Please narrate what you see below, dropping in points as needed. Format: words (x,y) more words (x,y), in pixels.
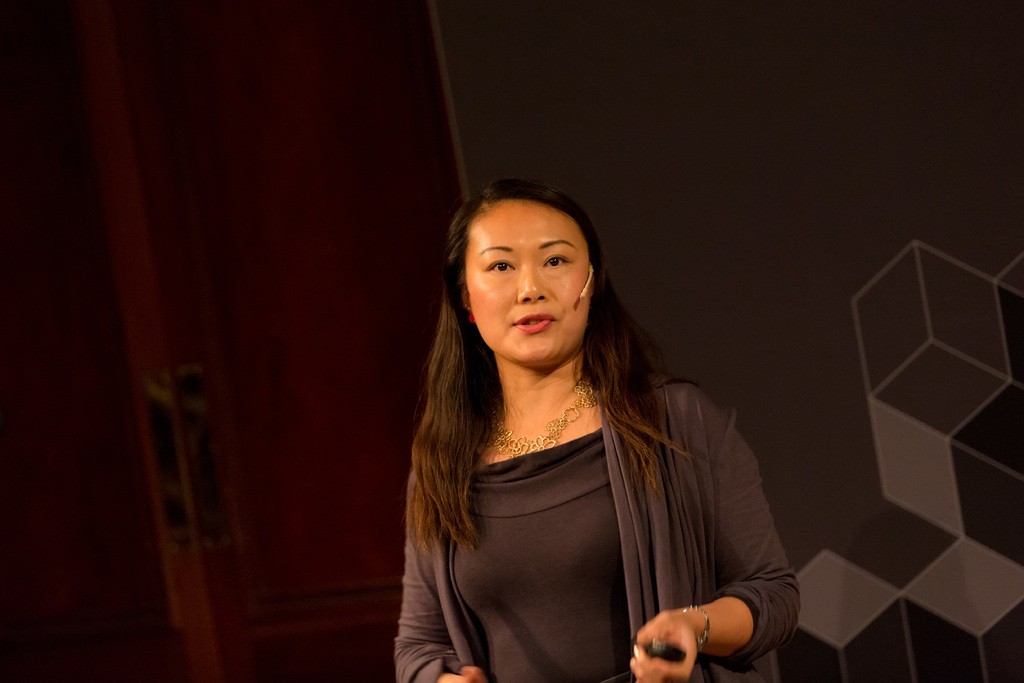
In the image we can see a woman (558,530) standing, wearing clothes (611,555), neck chain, bracelet (686,610) and holding an object (667,649) in hand (671,663), and it looks like she is talking. Here we can see microphones (583,293) and the wall (771,285).
